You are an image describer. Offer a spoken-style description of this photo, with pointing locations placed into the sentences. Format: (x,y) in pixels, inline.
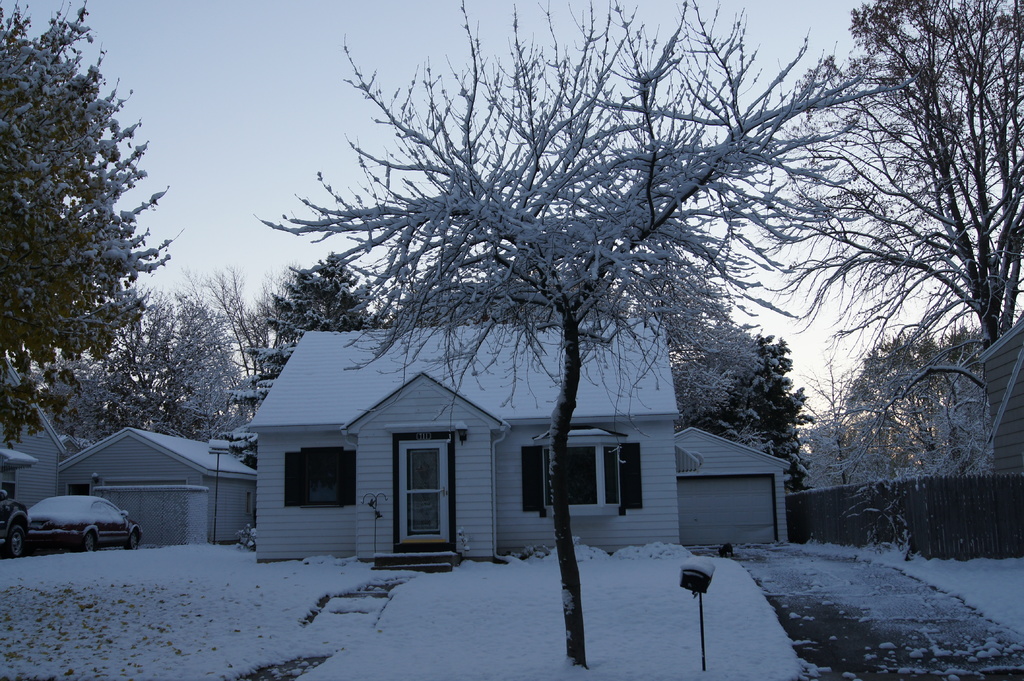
In the foreground of this image (597,637), there is snow (368,647) on the ground (327,647). We can also see trees (632,290), houses (384,408), two vehicles (121,517) and the sky (314,109).
